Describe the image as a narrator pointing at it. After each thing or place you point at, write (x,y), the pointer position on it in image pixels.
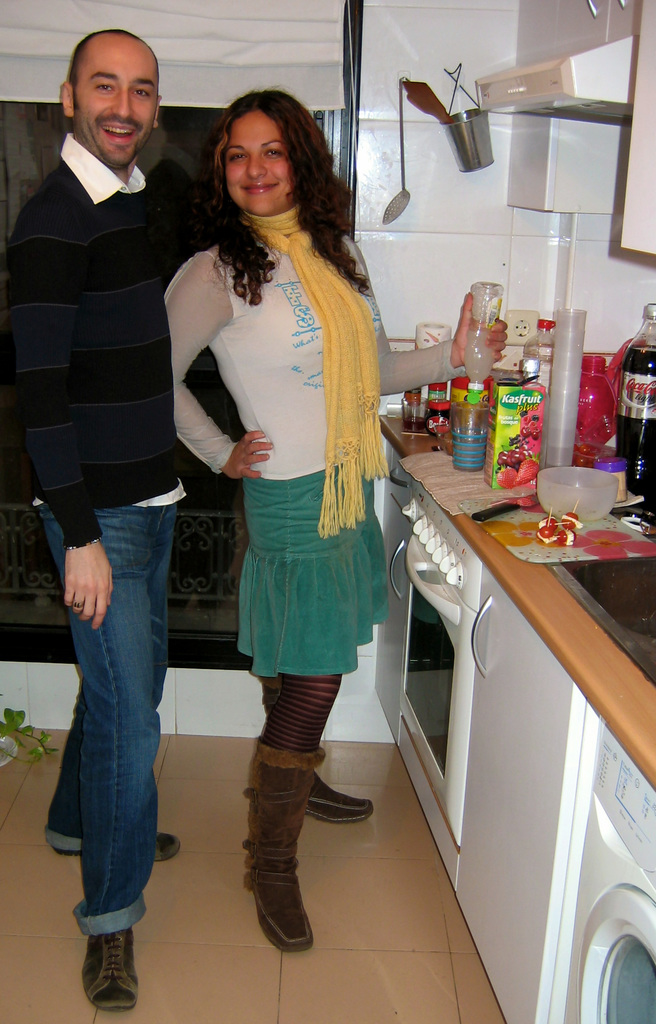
In this image, I can see two persons (256,579) are standing on the floor (237,900) in front of a cabinet (538,682) on which I can see bottles (589,407), glasses (554,429), trays (530,505), jars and other objects (573,522). In the background (511,127), I can see a wall (410,164), kitchen tools (470,160), chimney (583,63) and a fence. This image taken, maybe in a room (400,775).
